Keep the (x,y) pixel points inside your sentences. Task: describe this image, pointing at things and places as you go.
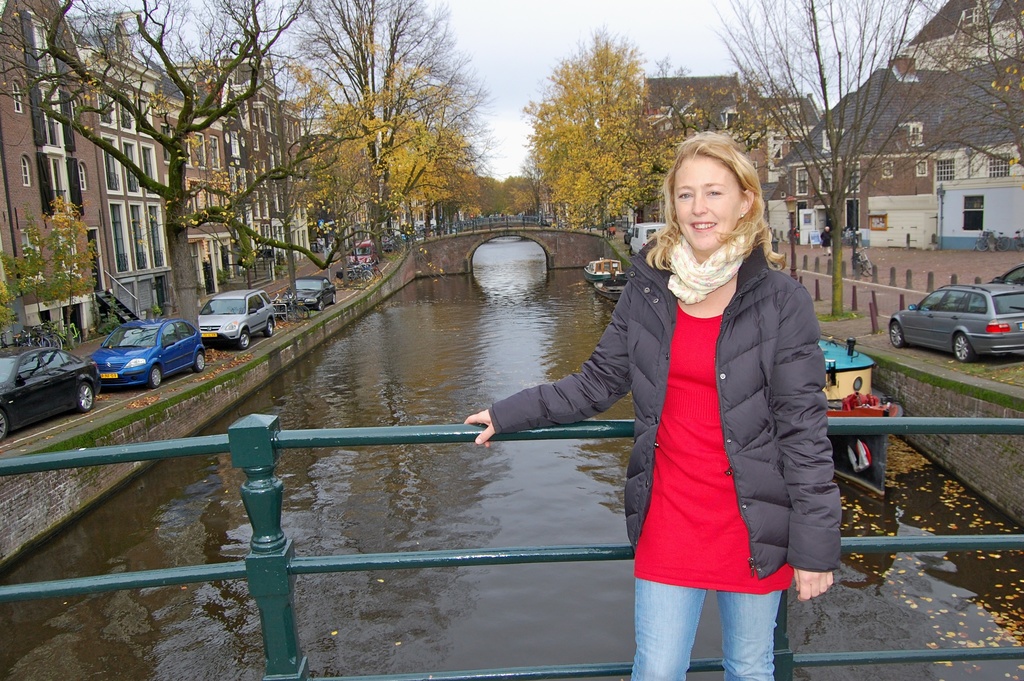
In this image in the foreground (733,506) there is a woman (712,484) standing and smiling and there is railing (318,446) behind the woman (666,493). In the middle (471,369) there is water (489,347). On the left side (152,357) there are cars (271,301), trees (331,218) and buildings (142,201). On the right side (896,246) there are cars (941,294), trees (836,266) and buildings (816,218) and in the background (559,229) there is a bridge (517,225), there are trees (538,186) and the sky (520,72) is cloudy and on the water (519,345) there are boats (610,275).
